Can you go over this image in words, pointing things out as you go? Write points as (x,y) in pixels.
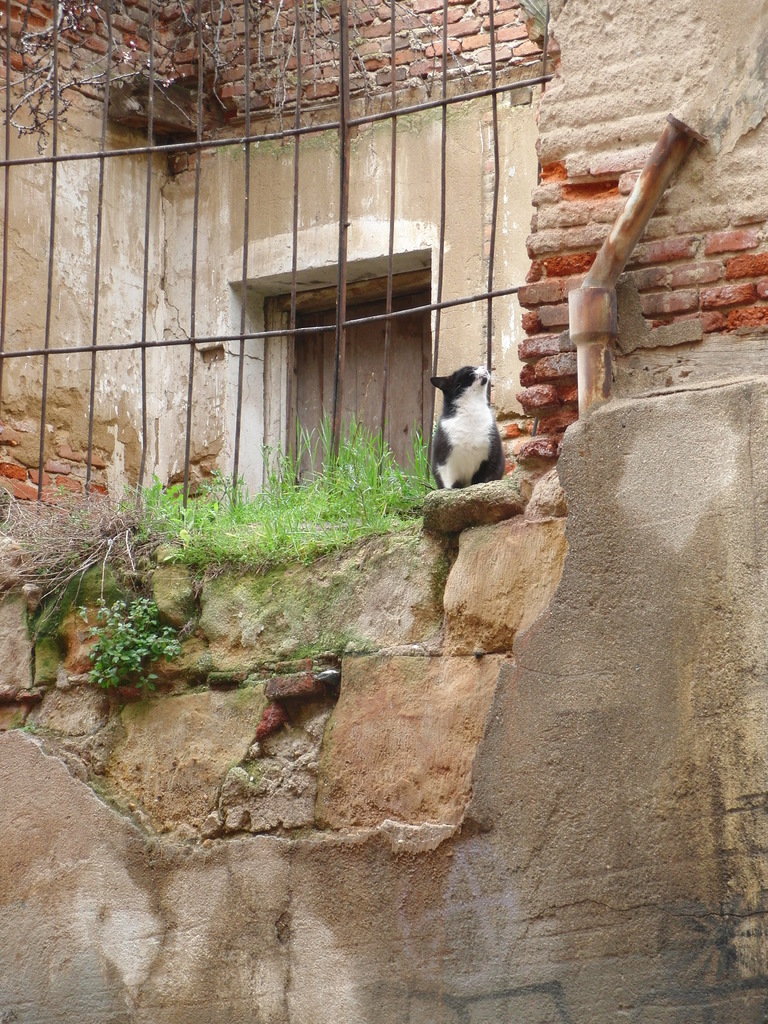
In this image we can see cat (454,409) on the wall (361,760). In the background (340,379) we can see door (301,375), building (13,218) and fencing (238,413).
